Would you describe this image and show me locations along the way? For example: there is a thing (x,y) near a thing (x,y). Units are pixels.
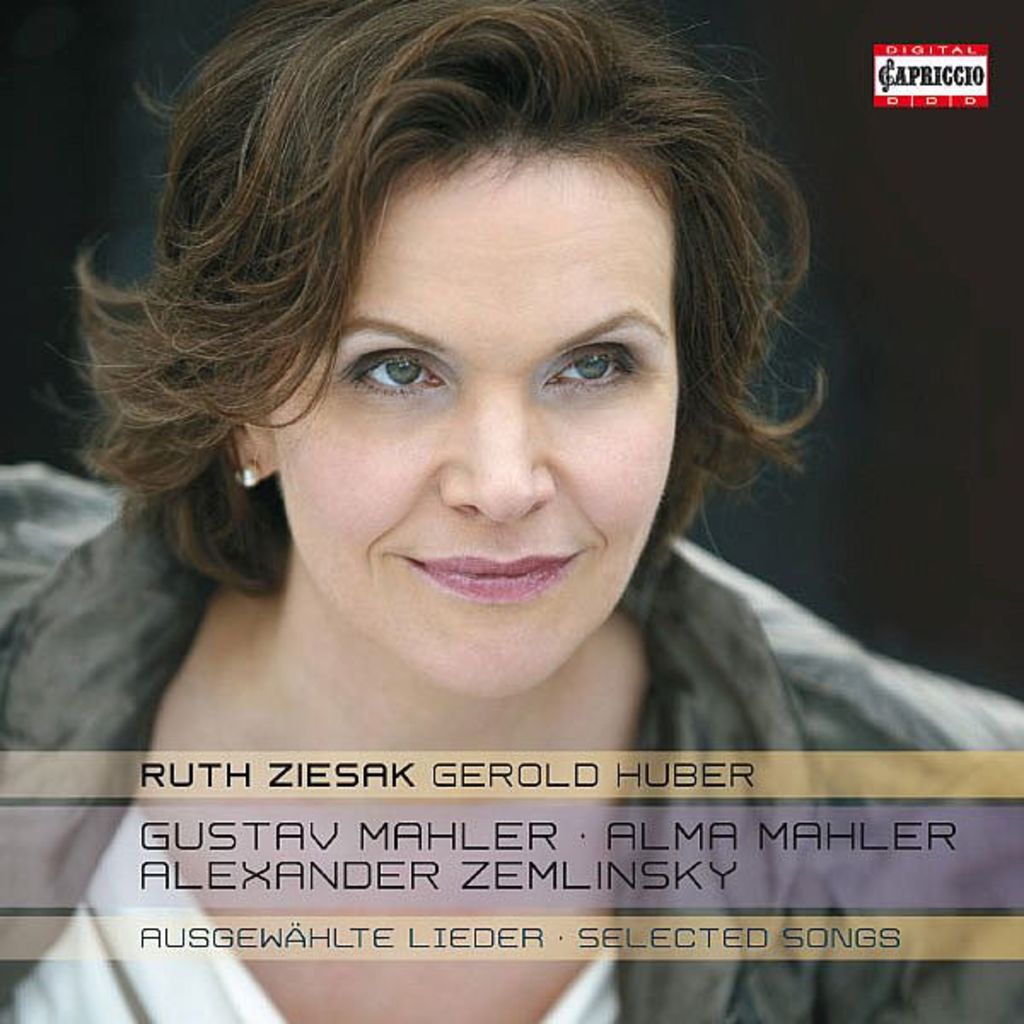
In this image I can see a woman (415,522) and I can also see smile on her face (437,591). I can see she is wearing grey colour jacket (689,901) and a white top (186,900). I can also see text (894,53) on the top right (933,86) and on the bottom side of the image (458,847).
